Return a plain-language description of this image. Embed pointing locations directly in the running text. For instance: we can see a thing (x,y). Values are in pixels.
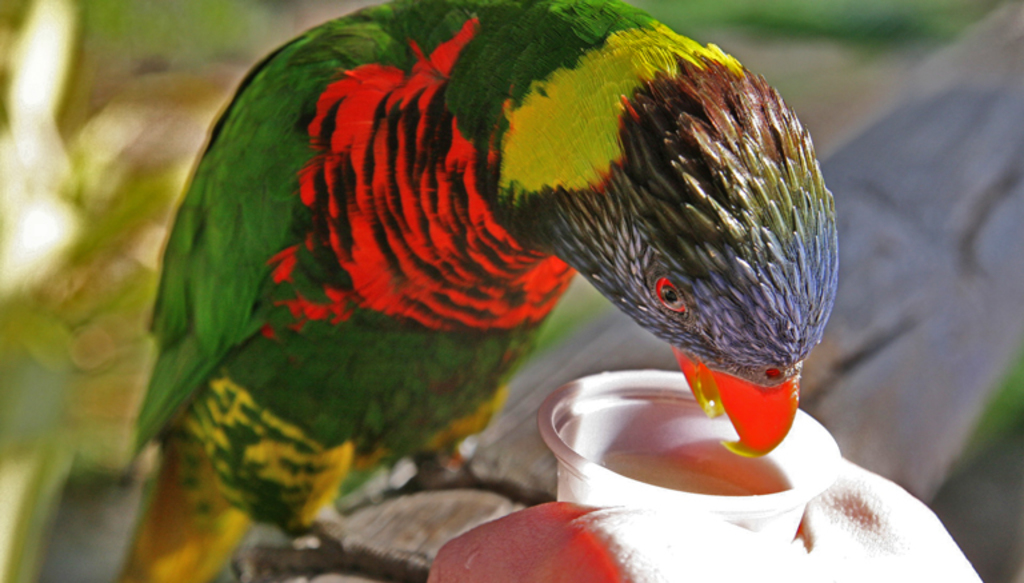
In this picture I can see there is a parrot (445,242) here and it is sitting on the trunk (923,204) and it has a beak (754,430) and there is a person (460,578) holding the water glass (686,476).
